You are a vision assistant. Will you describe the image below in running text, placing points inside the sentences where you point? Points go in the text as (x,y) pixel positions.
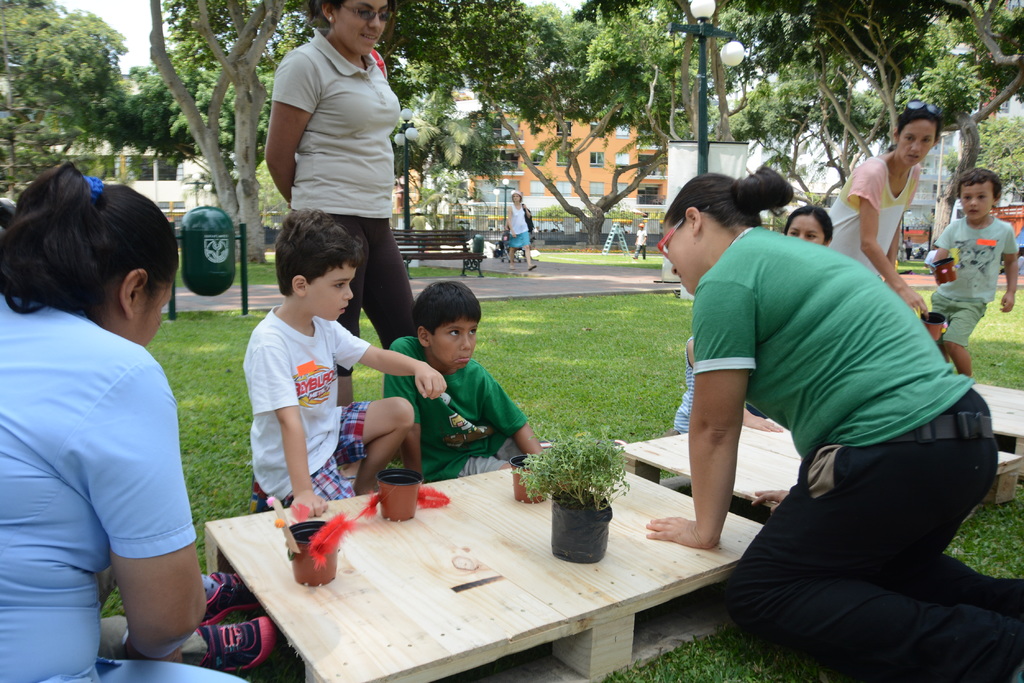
In this image we can see a group of persons (807,261) are sitting, and here two persons (863,168) are standing, and here is the table (372,518) and flower pots (391,493) on it, and here is the grass (637,326), and here are the trees (575,37), and here is the woman (526,220) walking on the road (500,262), and here is the bench (428,241).
